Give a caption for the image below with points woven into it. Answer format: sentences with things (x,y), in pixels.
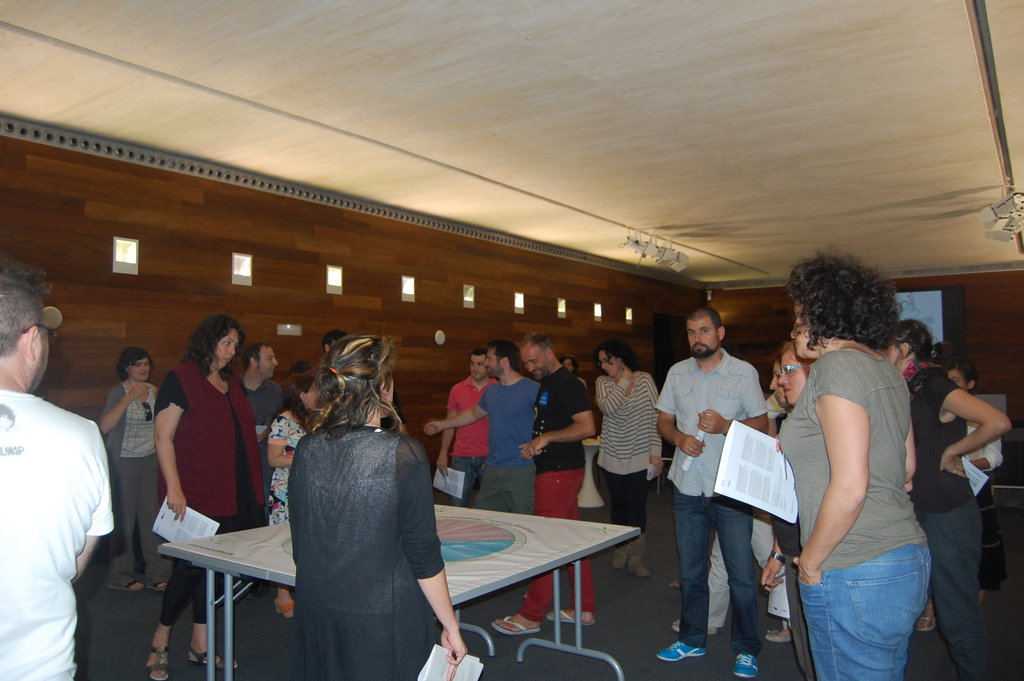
This picture is taken inside a room (670,203). There are many people (511,402) in the room (684,190) and some of them are holding papers (172,518) in their hands (445,470). There is a big table (545,526) in the center of the room (655,513). There are lights (337,291) to the walls (423,242) and ceilings (643,261). The walls (490,336) are fully furnished with wood (154,256). In the background (964,330) there are boards (914,300) on the walls (972,351).
